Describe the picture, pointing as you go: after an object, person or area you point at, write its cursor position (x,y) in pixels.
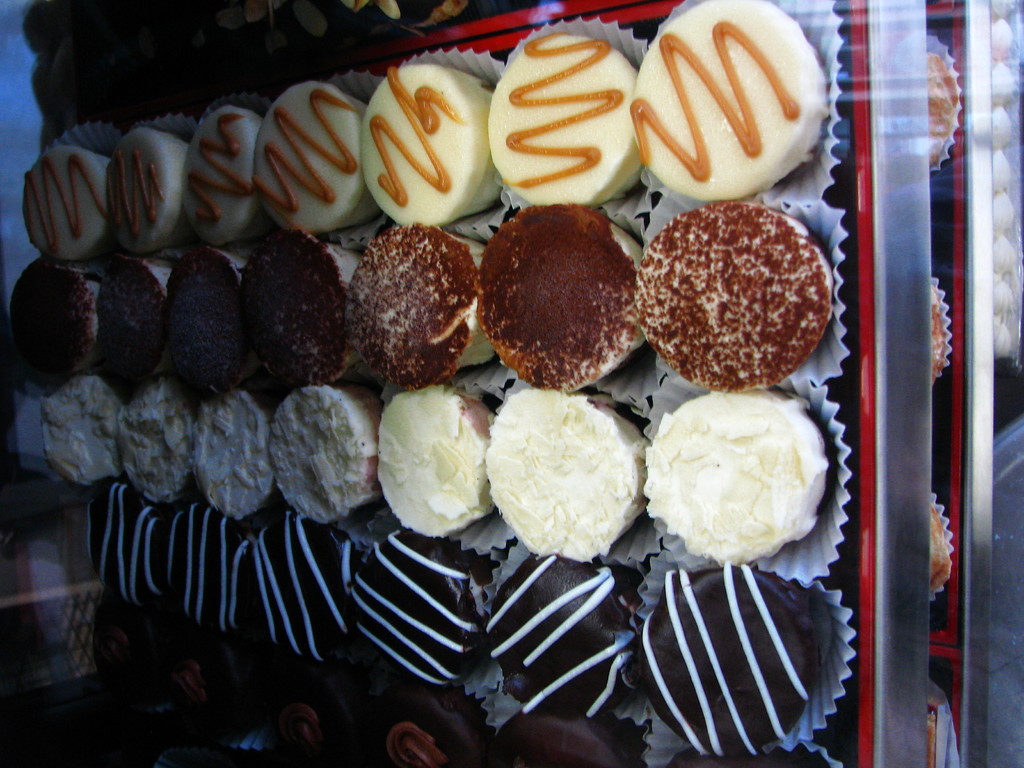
In this picture I can see few muffins (830,310) in the trays (392,45).
